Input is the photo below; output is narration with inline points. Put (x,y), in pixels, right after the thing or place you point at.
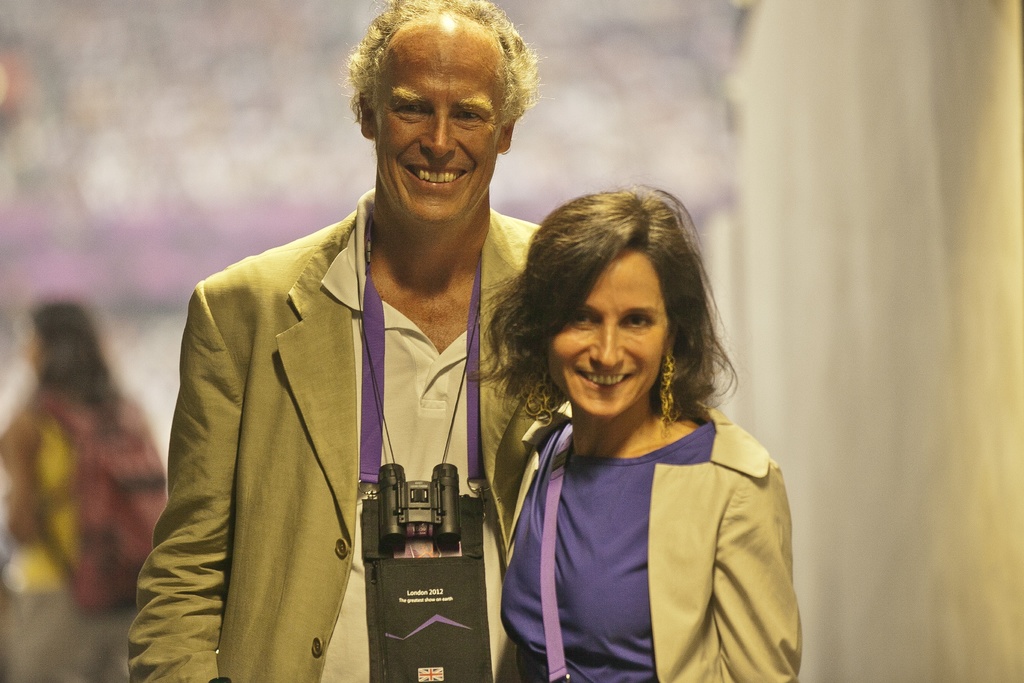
In the middle of the image (571,311) two persons (298,638) are standing and smiling. Behind them a person (42,392) is standing. Background of the image (137,311) is blur.
